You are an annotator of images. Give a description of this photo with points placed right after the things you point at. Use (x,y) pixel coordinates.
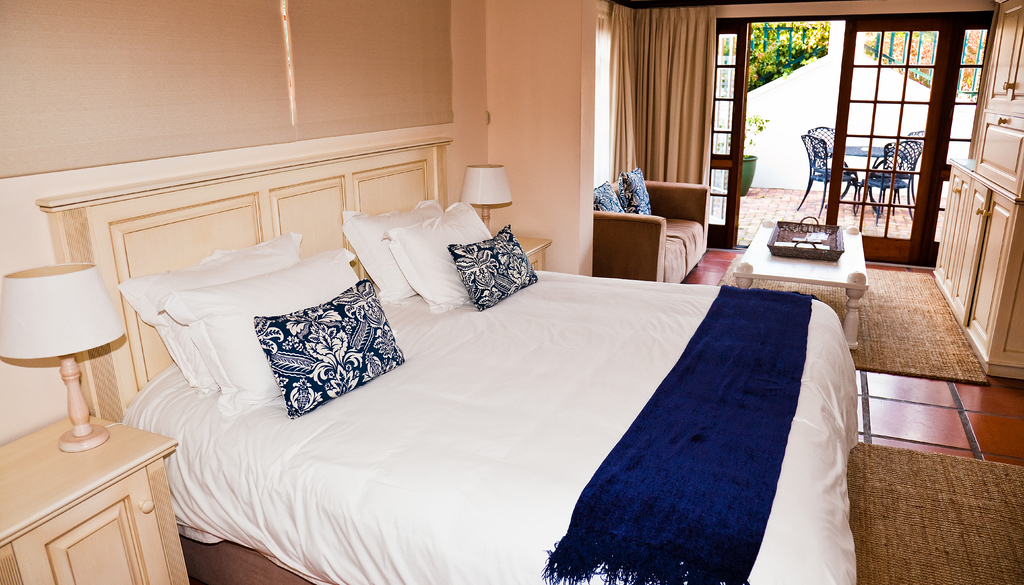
This is the inside picture of the room (633,353). On the left side of the image (61,540) there is a bed lamp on the table (84,507). There is a bed (507,427). There are pillows (292,306). At the bottom of the image (910,500) there are mats (935,338) on the floor (967,446). There is a table (846,244). On top of it there is a basket (830,244) filled with some objects (811,240). There is a sofa (682,242). There are pillows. There are curtains (687,116). In the background of the image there is a table (859,148). There are chairs (903,186). There are flower pots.
